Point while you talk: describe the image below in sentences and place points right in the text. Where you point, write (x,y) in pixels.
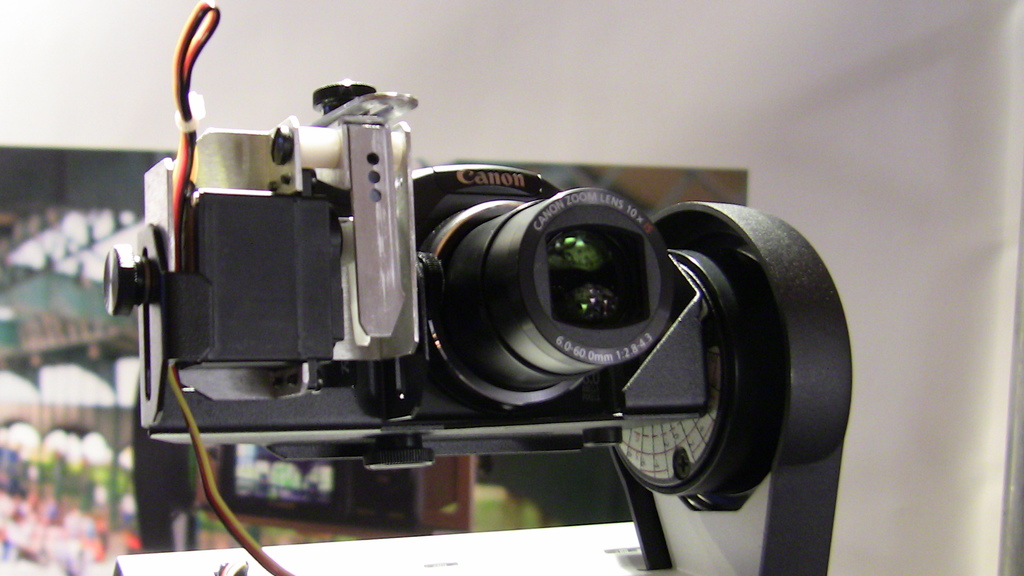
In the center of the image (500,340) there is an camera (478,348). In the background (95,96) there is a wall (691,100).
